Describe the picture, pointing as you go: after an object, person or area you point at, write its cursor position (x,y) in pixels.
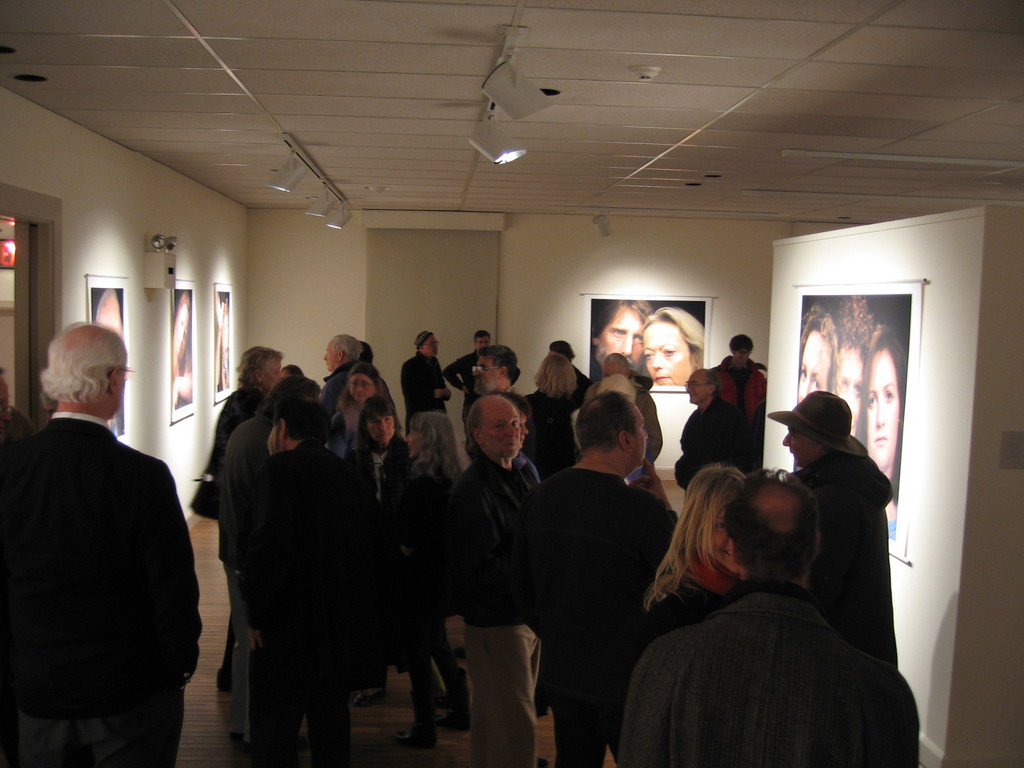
In the image there are many people (647,510) and around them there are different pictures (683,345) attached to the wall (581,316).
